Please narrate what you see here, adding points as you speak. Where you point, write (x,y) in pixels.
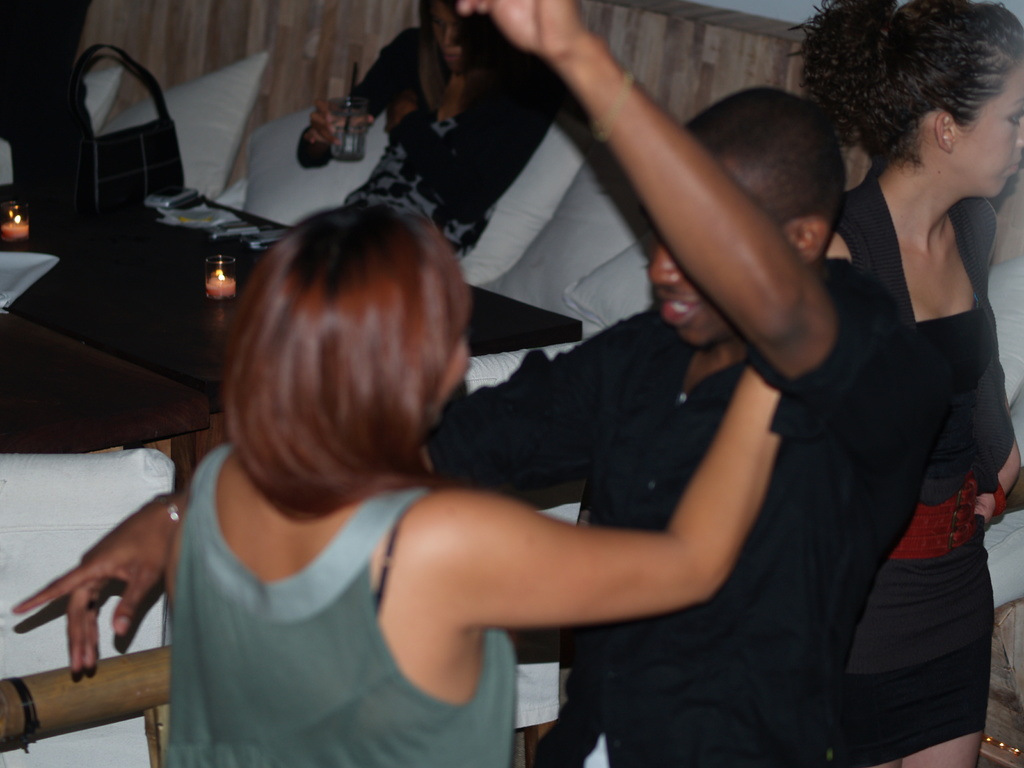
In this image, we can see few people (374,496). Top of the image (463,223), we can see a person (485,189) is holding a glass (359,153) with straw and sitting on a couch (499,277). Here we can see white cushions (609,229), tables (232,299), candles (225,287) with flame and glass (211,280), few objects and wooden wall (332,44).
